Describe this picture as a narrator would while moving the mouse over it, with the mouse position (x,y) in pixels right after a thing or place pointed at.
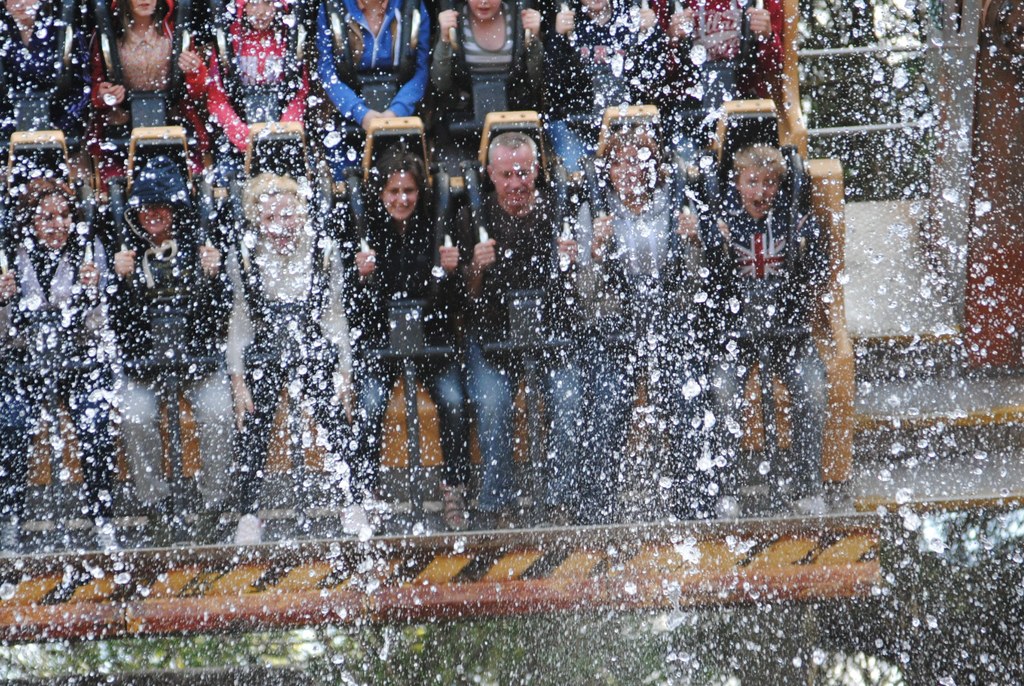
In the image it looks like there are many people (265,204) taking some water ride (706,78).
